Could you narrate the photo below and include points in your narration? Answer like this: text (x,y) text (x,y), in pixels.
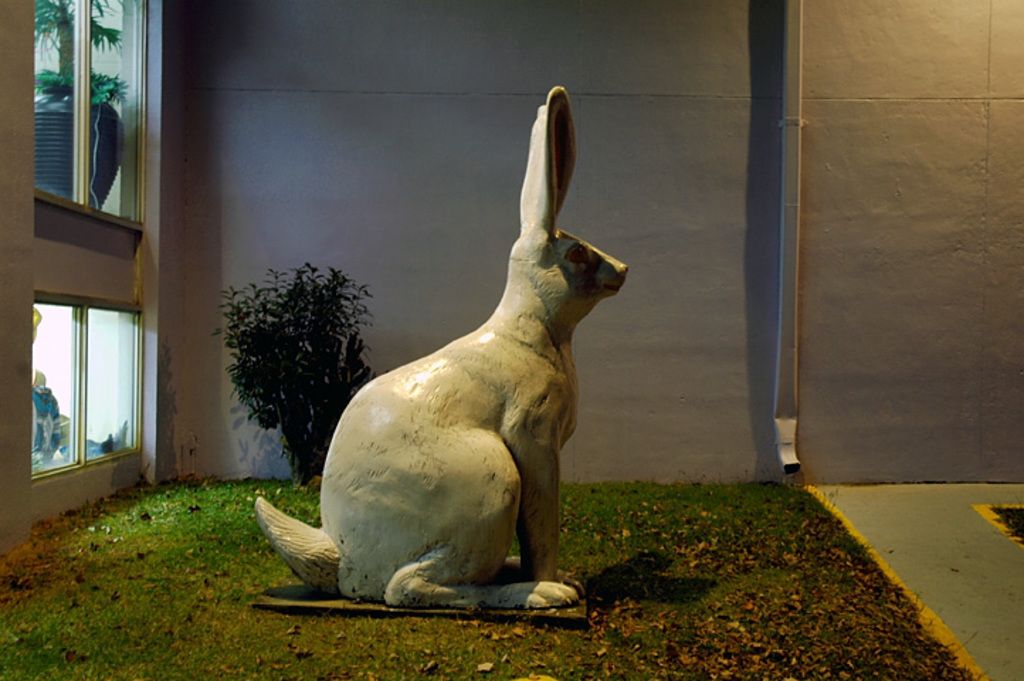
In this image there is a rabbit sculpture (535,209). There is grass (316,674). We can see plants (54,78) and pots (68,91). There is a wall (665,326).
